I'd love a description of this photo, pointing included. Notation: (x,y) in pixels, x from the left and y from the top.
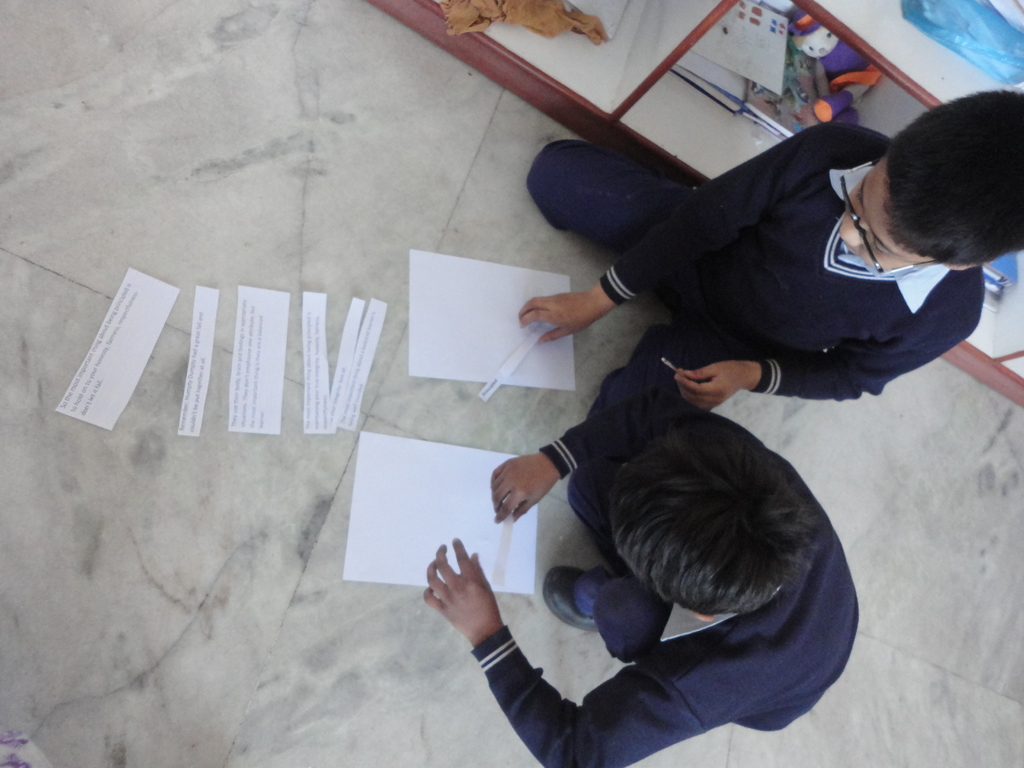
In this picture I can see two boys (742,175) are touching the papers (452,445), they are wearing the sweaters (708,288). On the right side (765,114) there are books (709,59) and other things (868,77) on the shelves (645,132).
